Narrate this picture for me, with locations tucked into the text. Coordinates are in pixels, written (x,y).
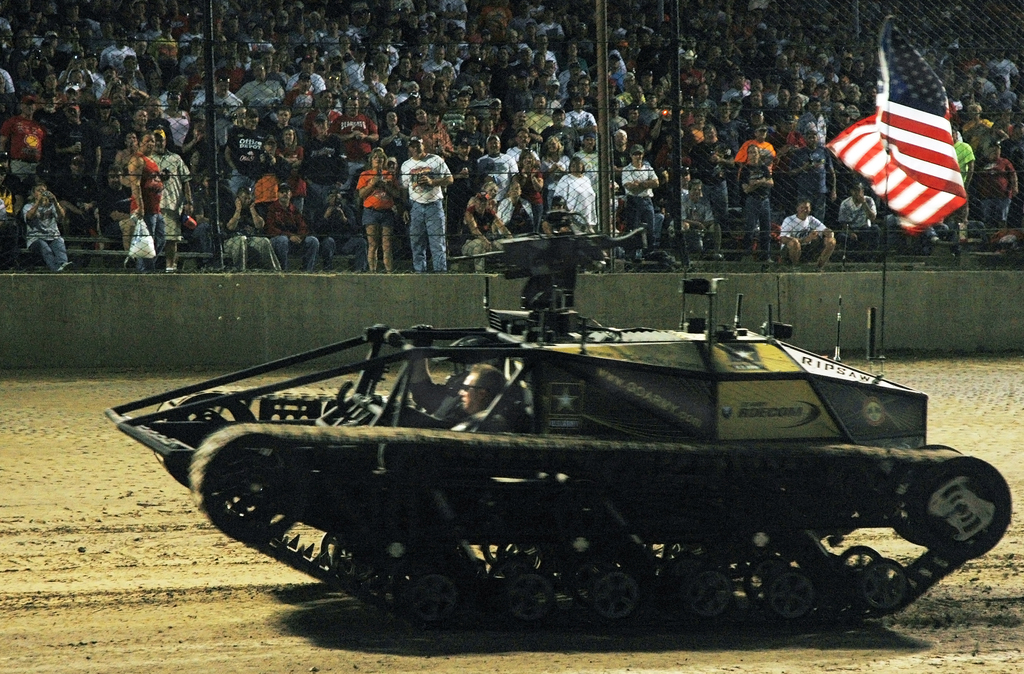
In this image we can see a war tank (471,498) on the ground (156,500), flag (908,139), flag post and spectators (416,106) who are sitting and standing.
